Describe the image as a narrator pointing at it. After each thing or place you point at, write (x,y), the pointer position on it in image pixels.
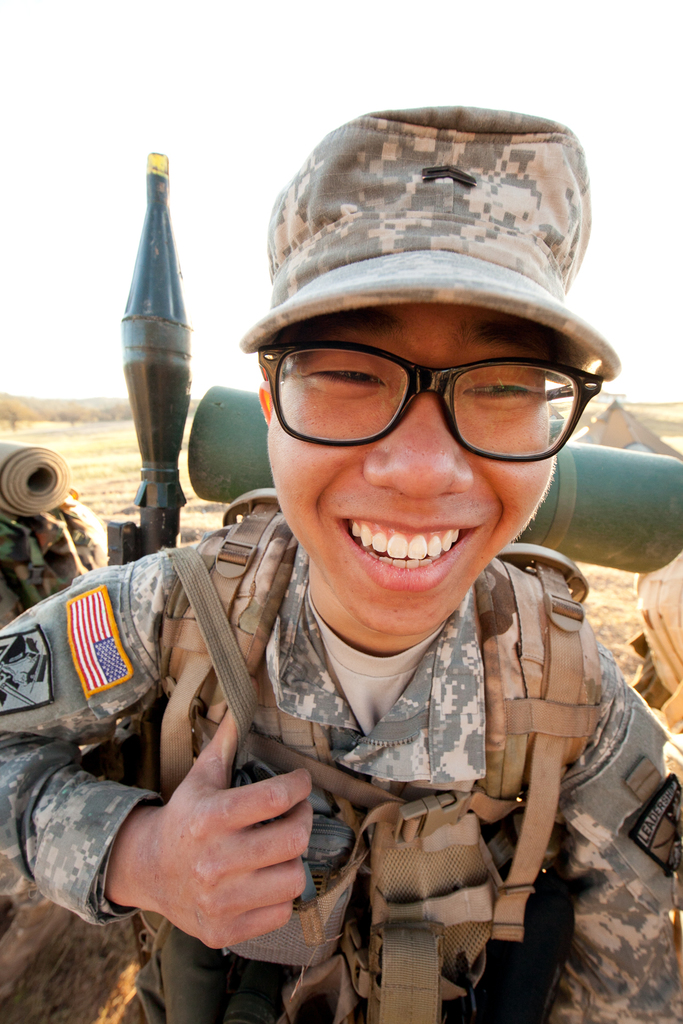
In this image we can see a person (367,754) wearing a cap (333,223), glasses (485,402) and a bag (304,957). On the backside (230,331) we can see a tent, mountains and the sky (180,174).
